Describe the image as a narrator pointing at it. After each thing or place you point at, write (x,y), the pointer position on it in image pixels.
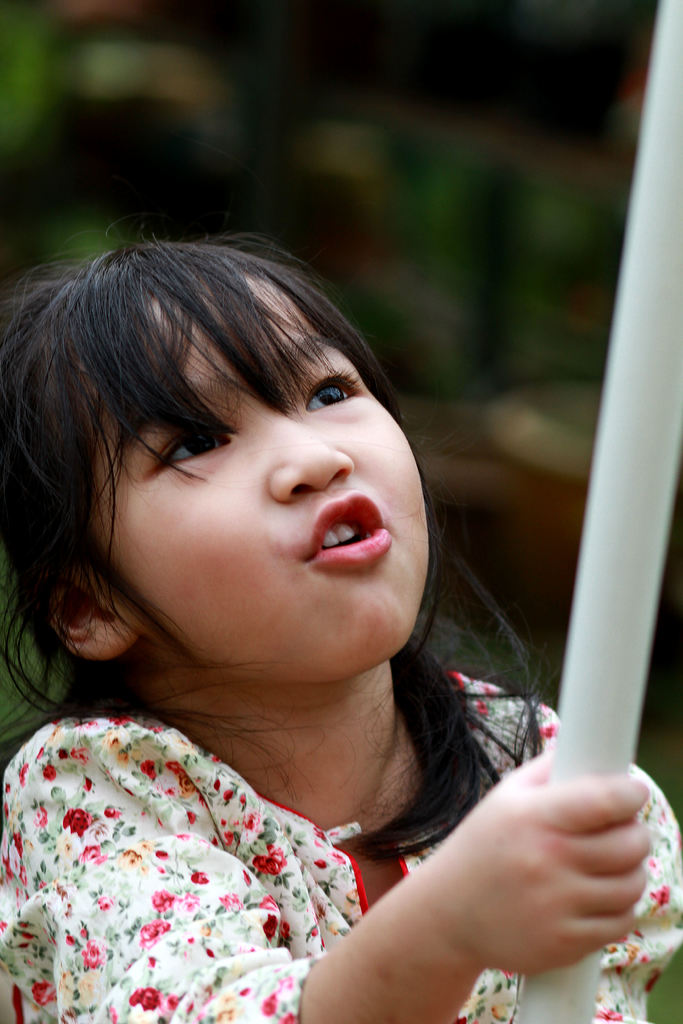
In this picture I can see a girl (533,815) holding an object (679,368), and there is blur background (505,20).
